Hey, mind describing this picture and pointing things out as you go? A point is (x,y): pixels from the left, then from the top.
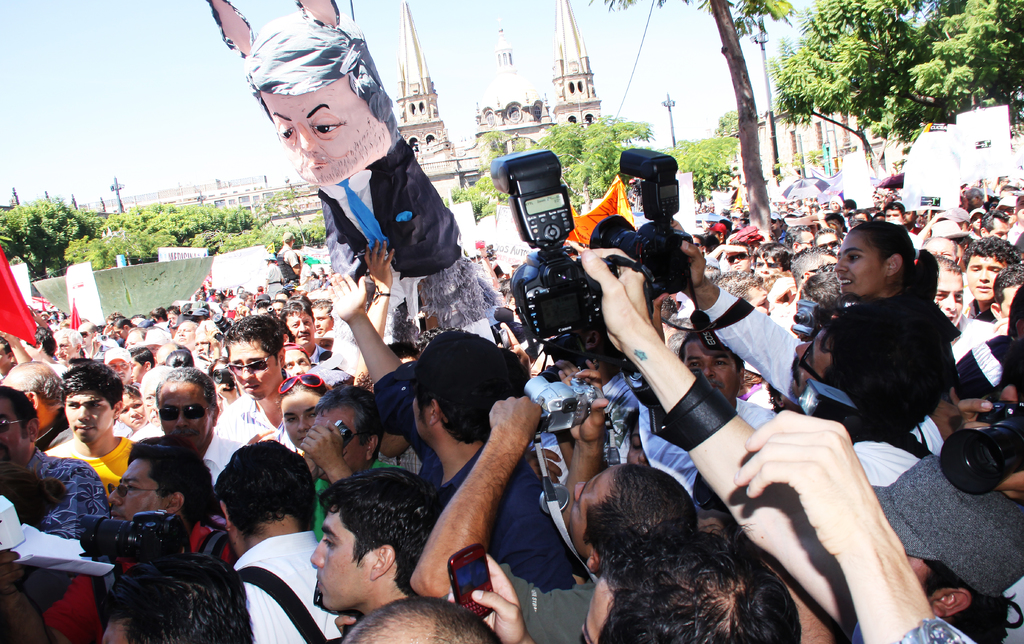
This picture is clicked inside the city (426,91). Here, we see many people (593,384) standing on the road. The man (634,284) at the bottom of the picture (731,472) is holding a camera (576,309) in his hand (633,300) and he is clicking photos on the camera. On the right side (971,151), we see people (869,226) standing and holding white boards (937,172) in their hands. There are trees (557,136) and buildings (576,115) in the background (756,127). We even see street lights (764,28) and poles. At the top of the picture (123,86), we see the sky (155,124).
